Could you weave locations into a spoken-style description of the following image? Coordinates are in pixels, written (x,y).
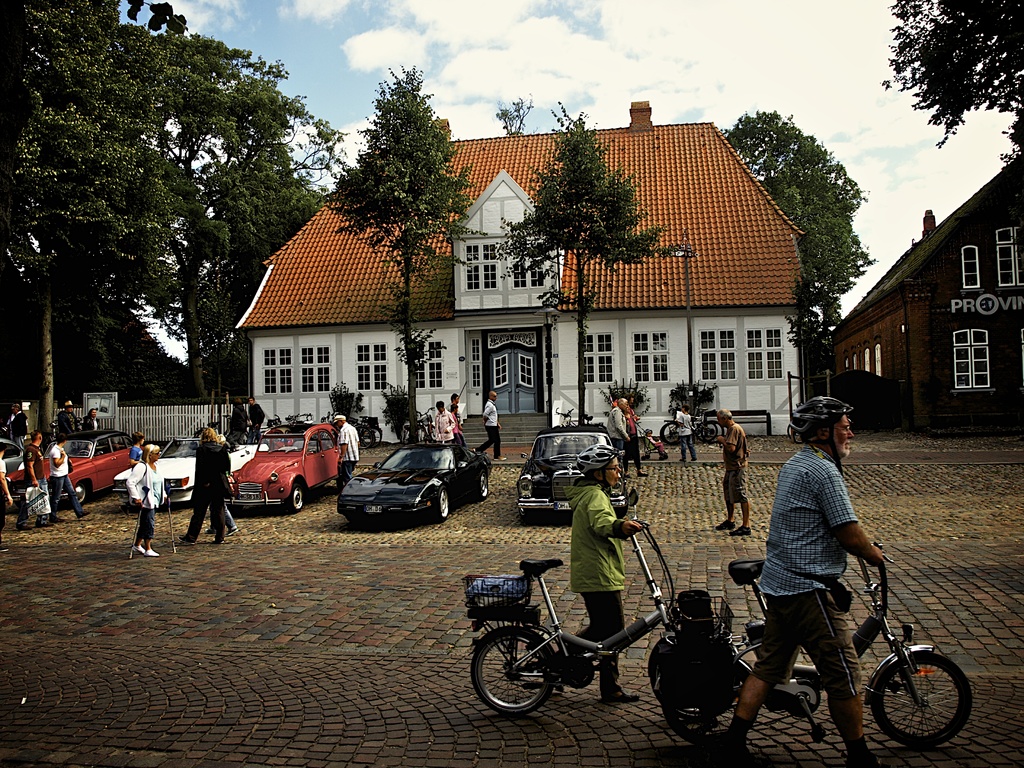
In this image, there is an outside view. There is house (499,303) in between trees (804,171). There are some cars (472,474) in the middle of the image (400,482). There are two persons (611,535) at the bottom of the image (795,547) wearing clothes (784,557) and walking with cycles (585,668). There are group of people (211,483) on the left side of the image (17,440) standing and wearing clothes (23,520). There is a sky (296,95) at the top of the image (508,60).
